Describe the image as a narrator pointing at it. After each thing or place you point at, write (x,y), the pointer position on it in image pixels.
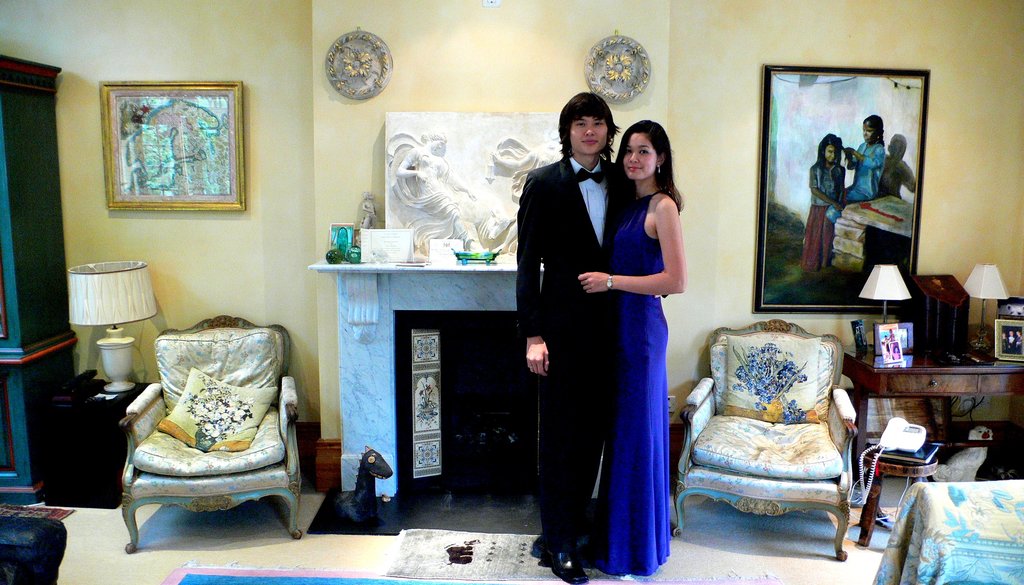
In this picture i could see two persons (625,285) wearing a party wear dress (577,263) it looks like a beautiful room (139,235) and two chairs (743,463) beside them and wall frames (801,111) hanging on the wall (720,51) and lamps (880,279) on the table (965,366). In the back ground (459,403) there is a fireplace (462,385) and on the fire place (466,367) there is sculpture (482,211).
